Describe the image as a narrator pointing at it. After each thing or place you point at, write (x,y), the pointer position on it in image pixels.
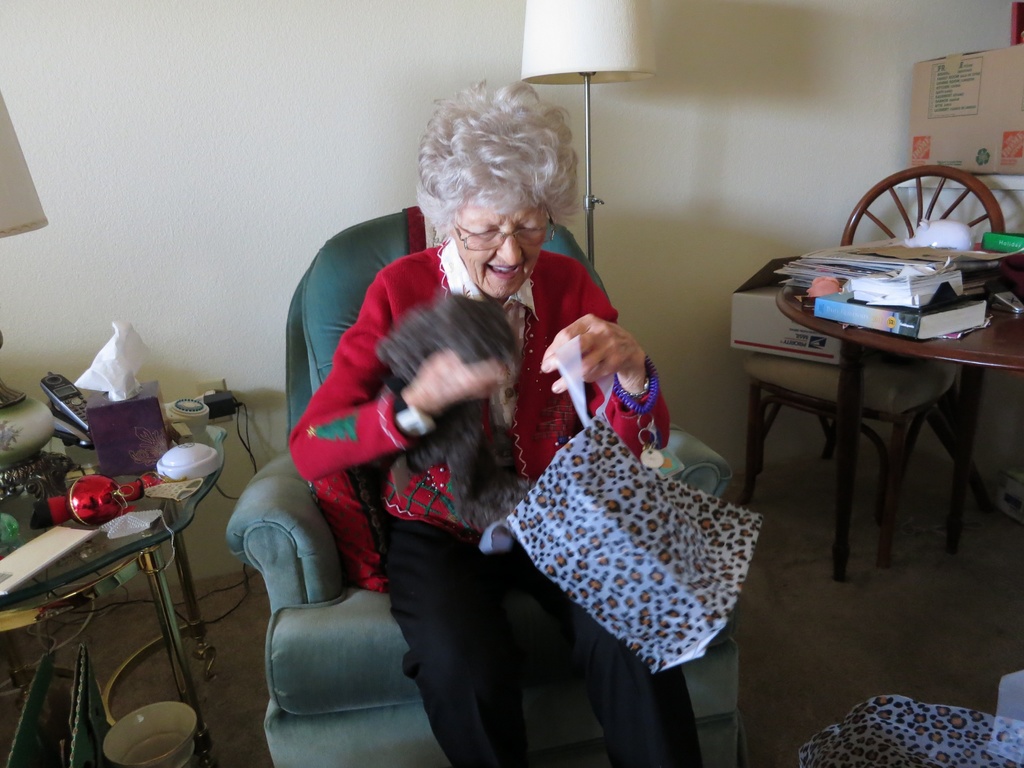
An old woman (416,536) is sitting in chair (374,625). She is keeping a cloth (399,340) in a bag (581,513). There are some articles (105,484) on a table (94,546) beside her. There is a lamp (589,87) behind her
